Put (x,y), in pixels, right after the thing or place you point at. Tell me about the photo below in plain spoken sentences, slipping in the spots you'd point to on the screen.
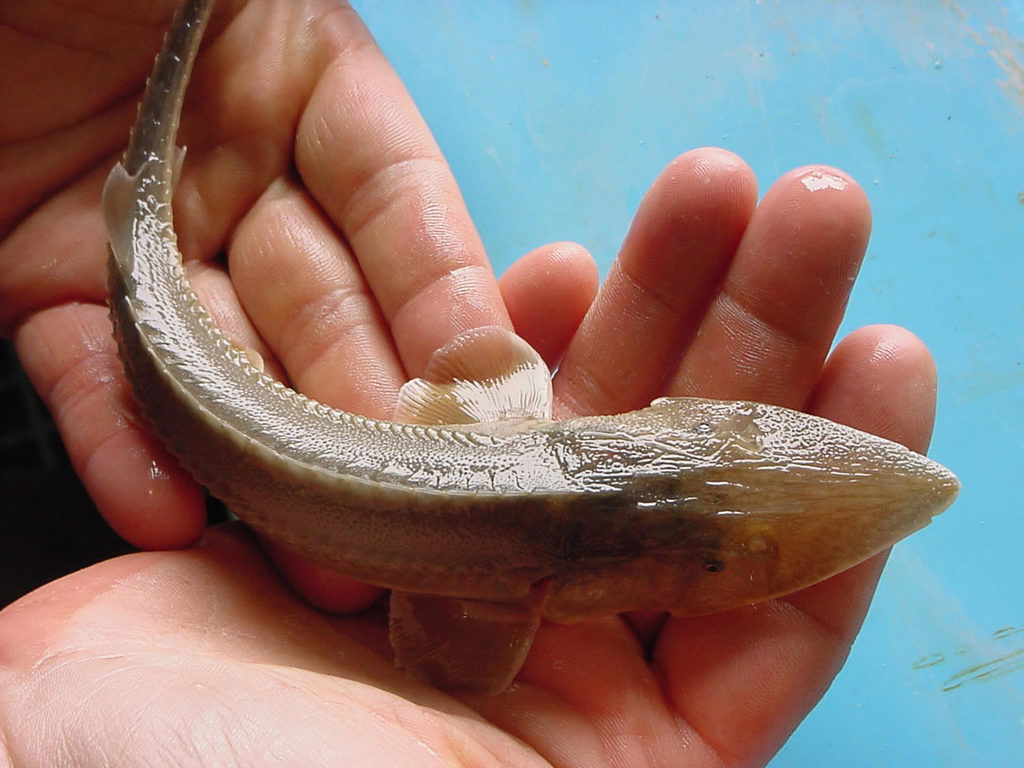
In this image I can see human hands (243,644) and on them I can see a fish (333,444) which is brown in color. I can see the blue colored background (906,657).
